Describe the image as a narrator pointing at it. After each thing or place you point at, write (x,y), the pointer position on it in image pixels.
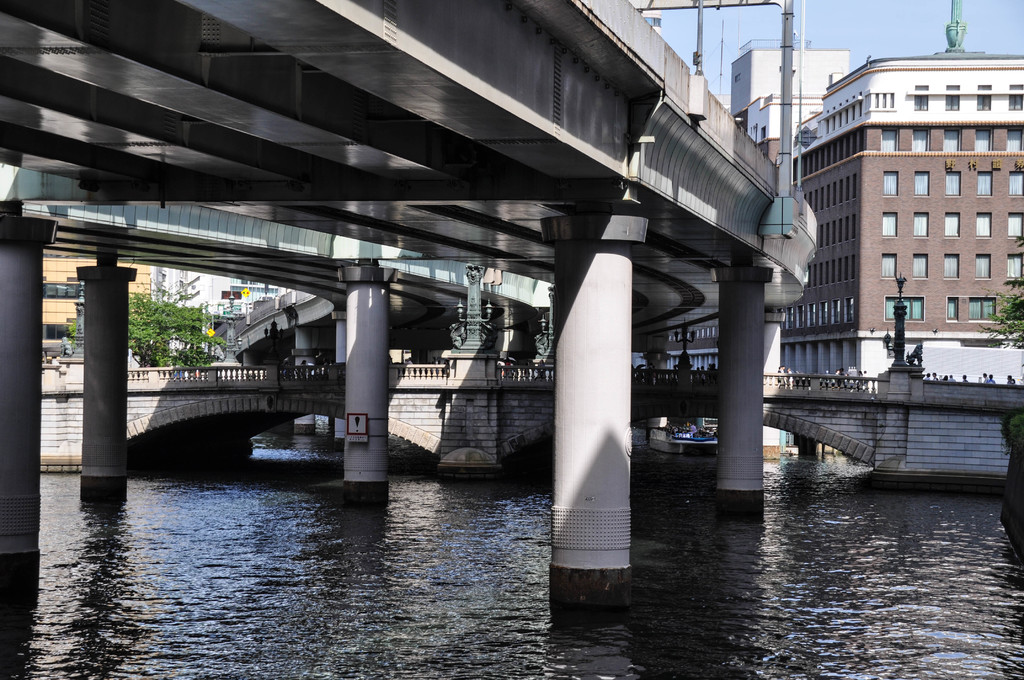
In this image there is water (521,581) at the bottom (521,581). There is a bridge (535,378) above it. Above the bridge (459,423) there is another bridge (493,165). On the right side (891,196) there is a building (918,159) in the background (922,163). On the left side (186,327) there are trees (183,355) beside the bridge (194,377). There are few people (836,373) walking on the bridge (810,383). At the top (903,50) there is the sky (883,22). There are poles (700,31) which are attached to the wall (676,115) of the bridge (679,114).
